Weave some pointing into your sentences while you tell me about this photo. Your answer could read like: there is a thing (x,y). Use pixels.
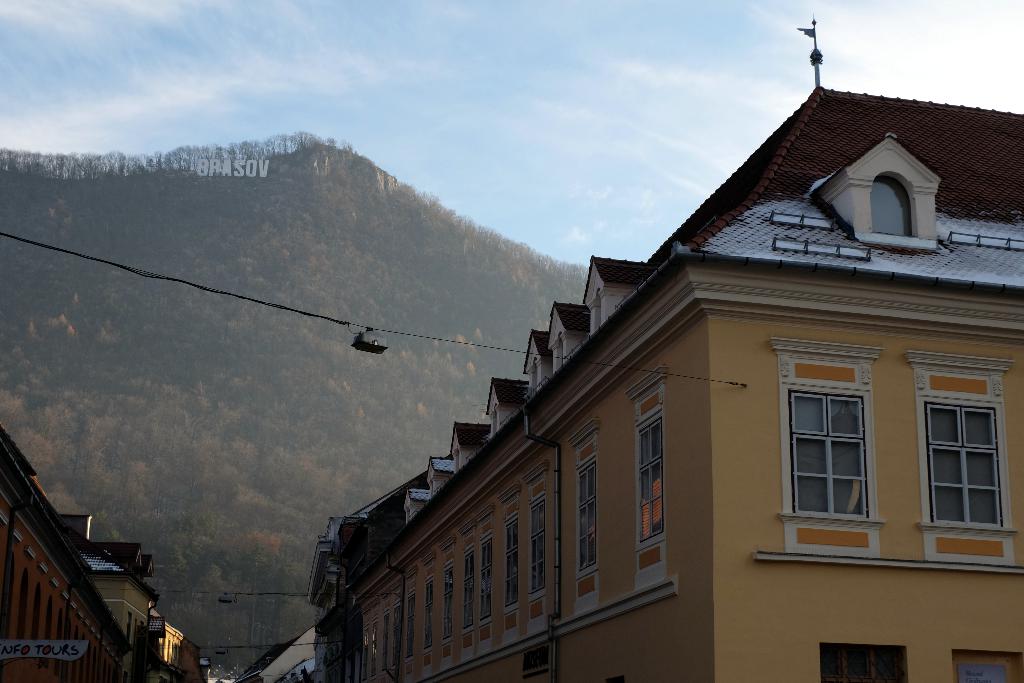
In this image we can see the mountains (381,435), some houses (343,614), one flag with pole (815,49) attached at the top of the house (820,171), some objects (560,447) attached to the walls (690,366), some wires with lights (367,334) attached to the houses (15,668), one name board (78,648) with text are on the left side of the image (18,655) and at the top (534,220) there is the sky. There are some trees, bushes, plants (240,605) and grass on the surface (256,639).
